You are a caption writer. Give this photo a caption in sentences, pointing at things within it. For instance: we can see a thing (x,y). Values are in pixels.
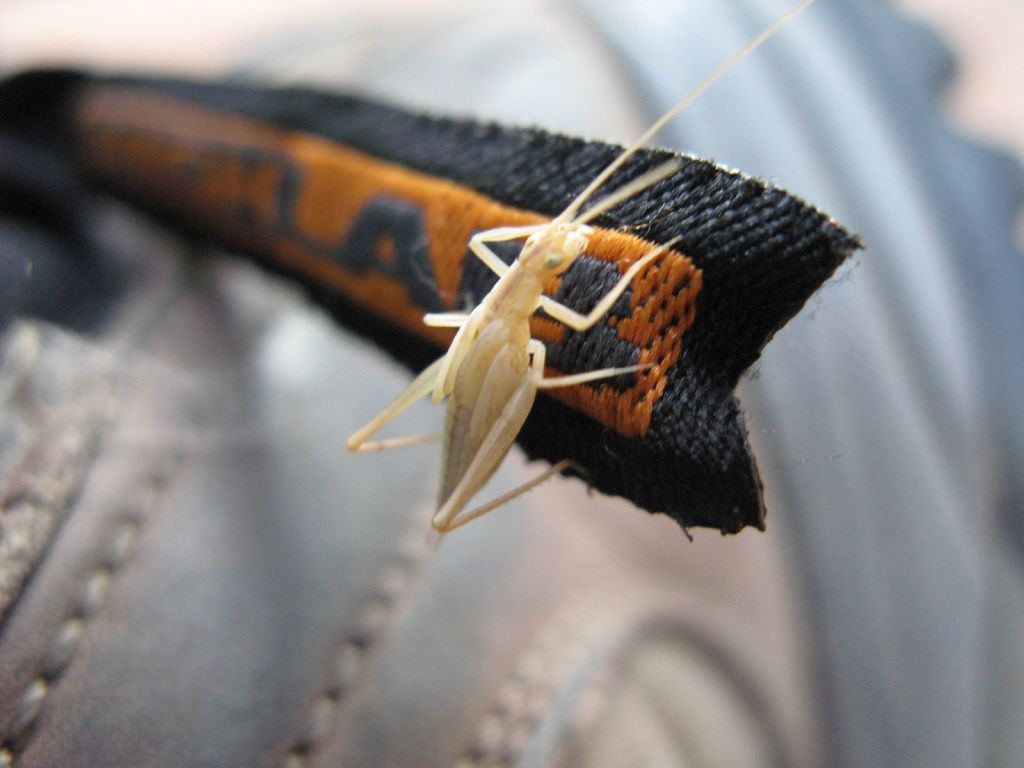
In the center of the image (425,286) we can see an object (449,247), which is in a black and orange color. On that object (603,289), we can see one insect (469,345). In the background (415,546), we can see it is blurred.
